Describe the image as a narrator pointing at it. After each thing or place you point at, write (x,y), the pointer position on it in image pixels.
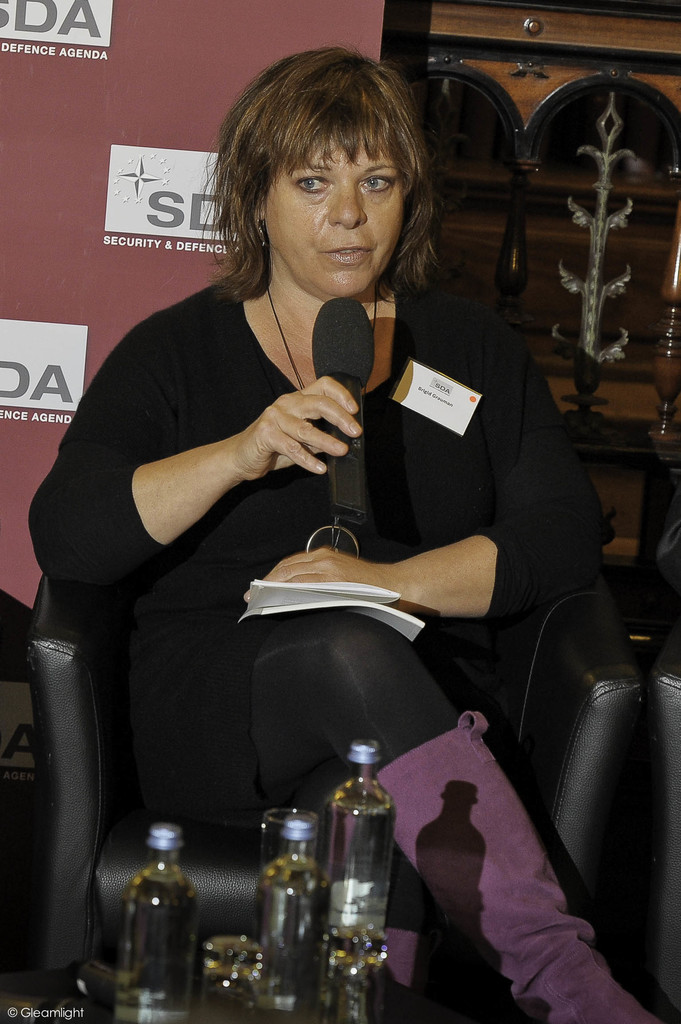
This picture is of inside the room (622,466). In the center (295,433) there is a woman (270,424) wearing black color t-shirt (196,442), holding a microphone (352,317), talking and sitting on the black color couch (567,743). In the foreground (221,1010) there is a table (394,1006) on the top of which glasses (241,950) and bottles (297,877) are placed. In the background (363,15) we can see the banner (221,32) and stands (629,268).
